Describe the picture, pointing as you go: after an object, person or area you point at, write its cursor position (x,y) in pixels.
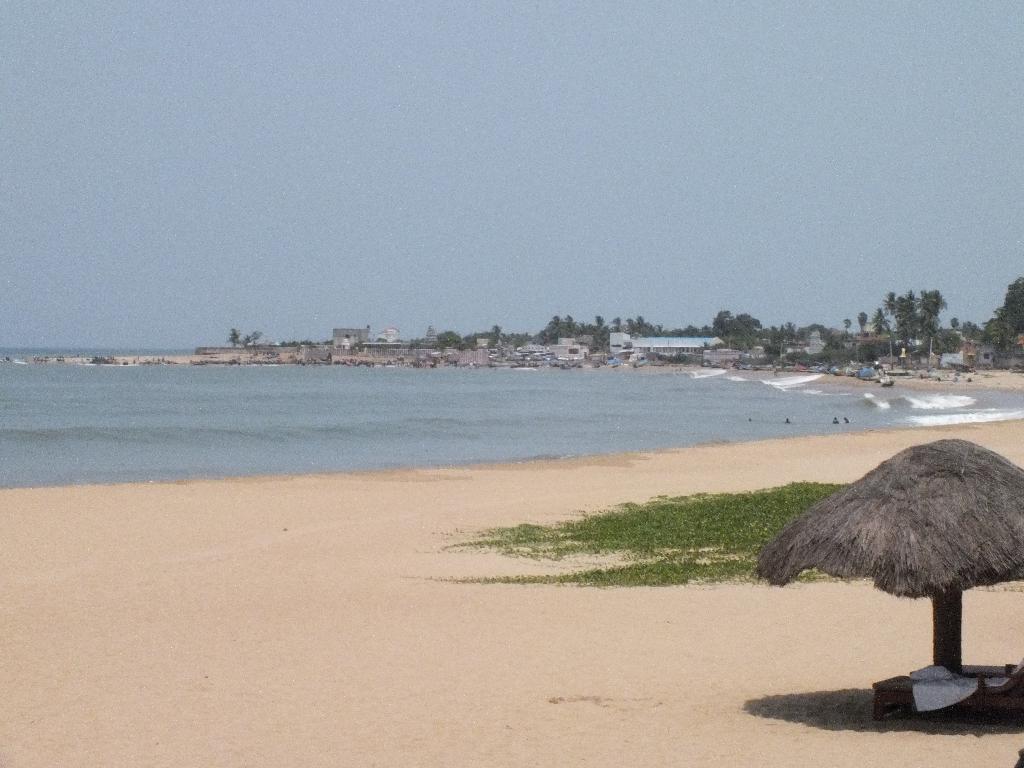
In the foreground of the picture (609,564) there are thatched hut (949,620), chair (986,685), creepers (707,537) and sand (385,488). In the center of the picture (444,381) there is a water body (458,386). In the center of the background (508,353) there are trees (933,334), building (654,348) and other objects (596,355).
